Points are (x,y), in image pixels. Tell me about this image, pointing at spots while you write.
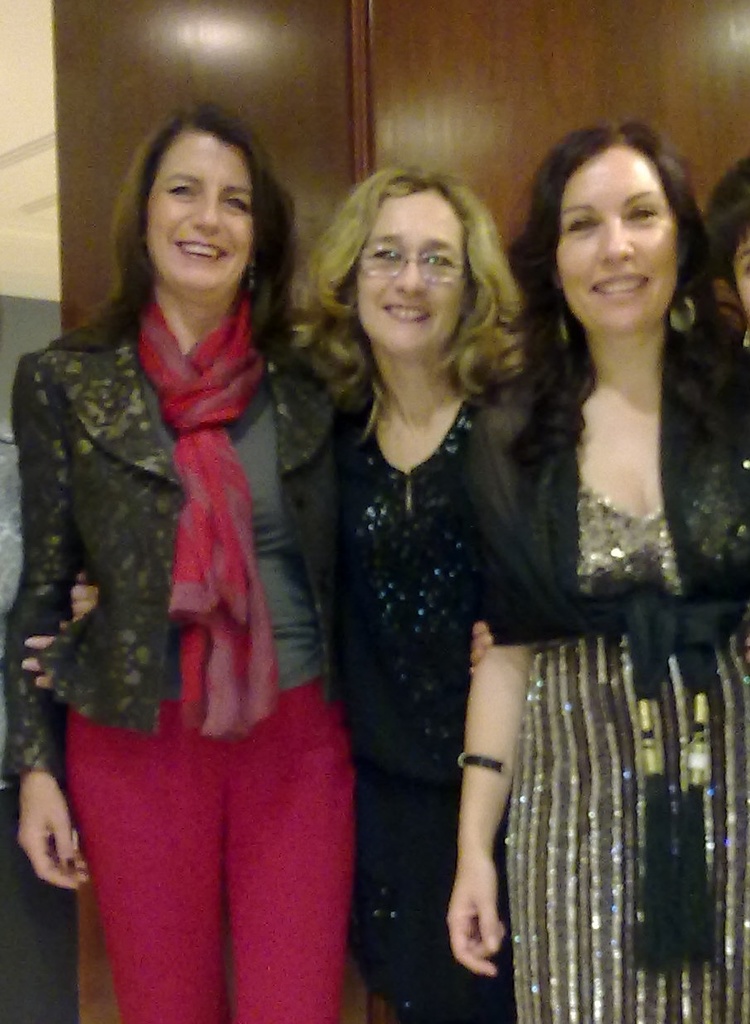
In this image we can see there are people (357,471) standing and at the back (317,145) there is a cupboard (256,88) and wall (42,198).
